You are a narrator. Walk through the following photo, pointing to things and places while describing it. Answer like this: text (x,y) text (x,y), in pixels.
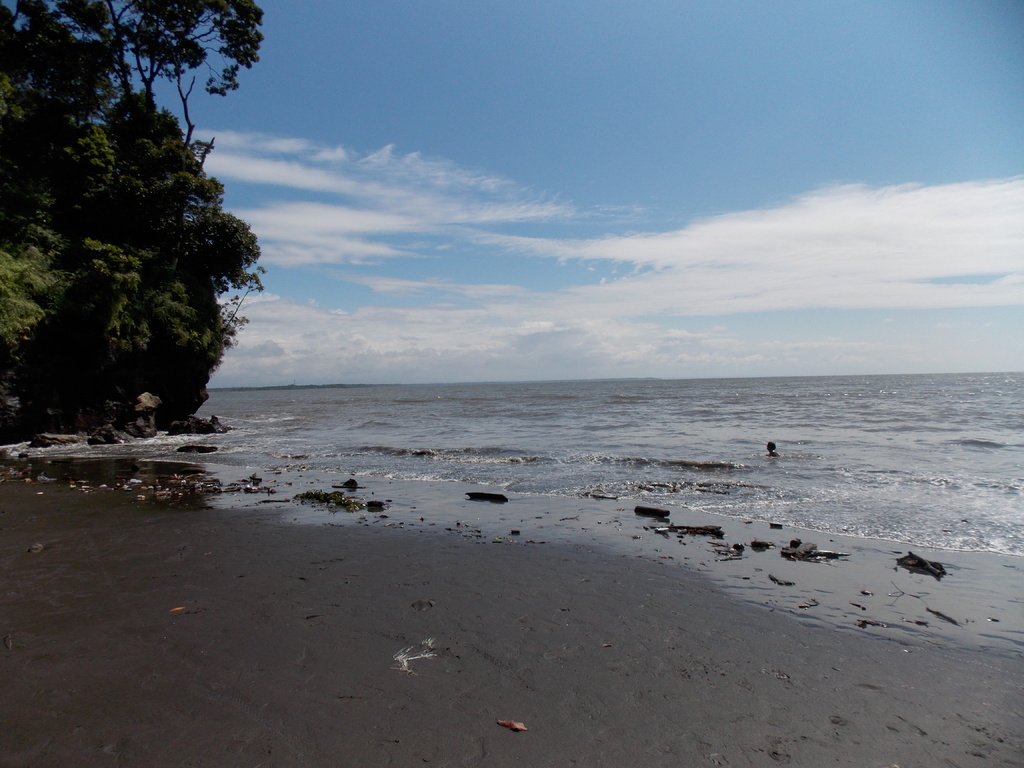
In this image at the bottom (452,669) there is sand (433,531) and in the background (485,454) there is a beach (687,416), in the beach (475,424) there is one person (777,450) and on the left side (120,254) there are trees (121,297) and some rocks (153,429). At the top of the image (594,90) there is sky (587,215).
